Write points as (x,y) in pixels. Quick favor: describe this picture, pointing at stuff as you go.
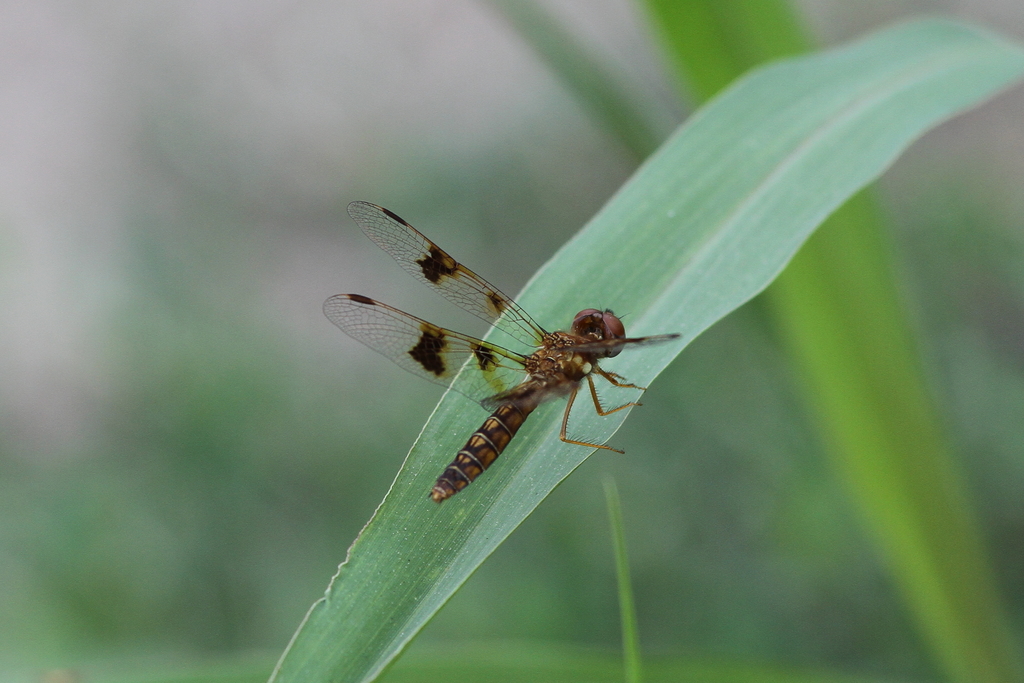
In this image we can see a dragonfly (491,430) on the leaf (475,508), where we can see the leaves (306,544).
